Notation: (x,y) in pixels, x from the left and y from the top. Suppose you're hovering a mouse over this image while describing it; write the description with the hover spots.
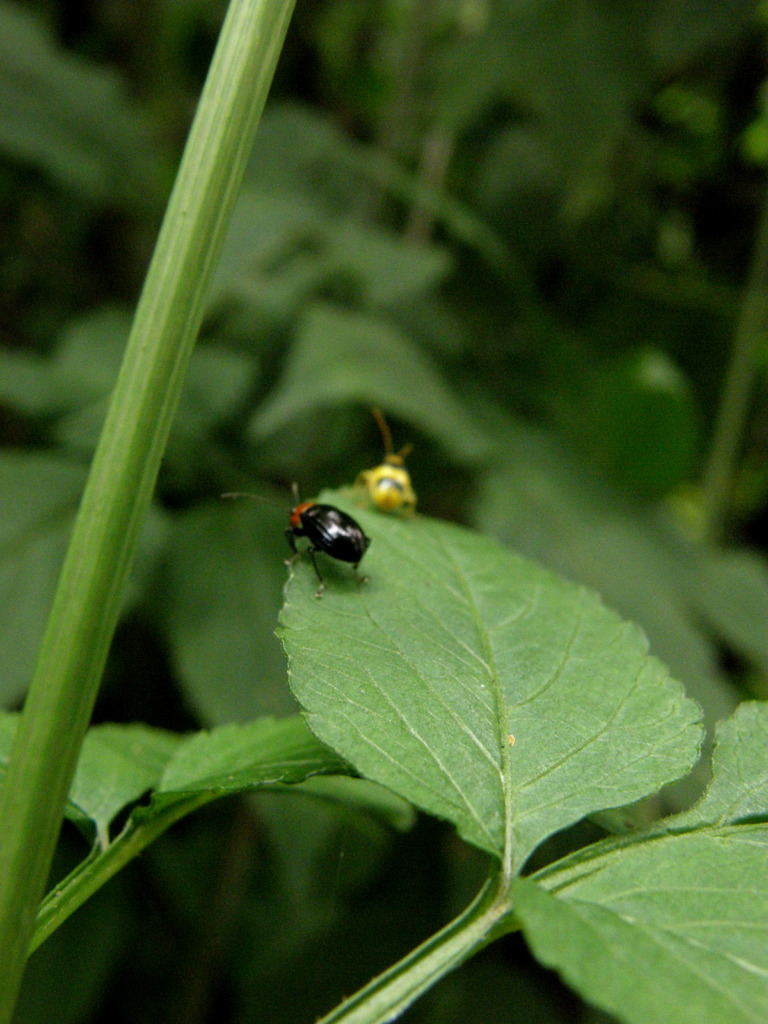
In this image we can see two insects (376,471) on the leaf (617,774). In the background (438,876), we can see stems (226,82) and leaves (386,355).
